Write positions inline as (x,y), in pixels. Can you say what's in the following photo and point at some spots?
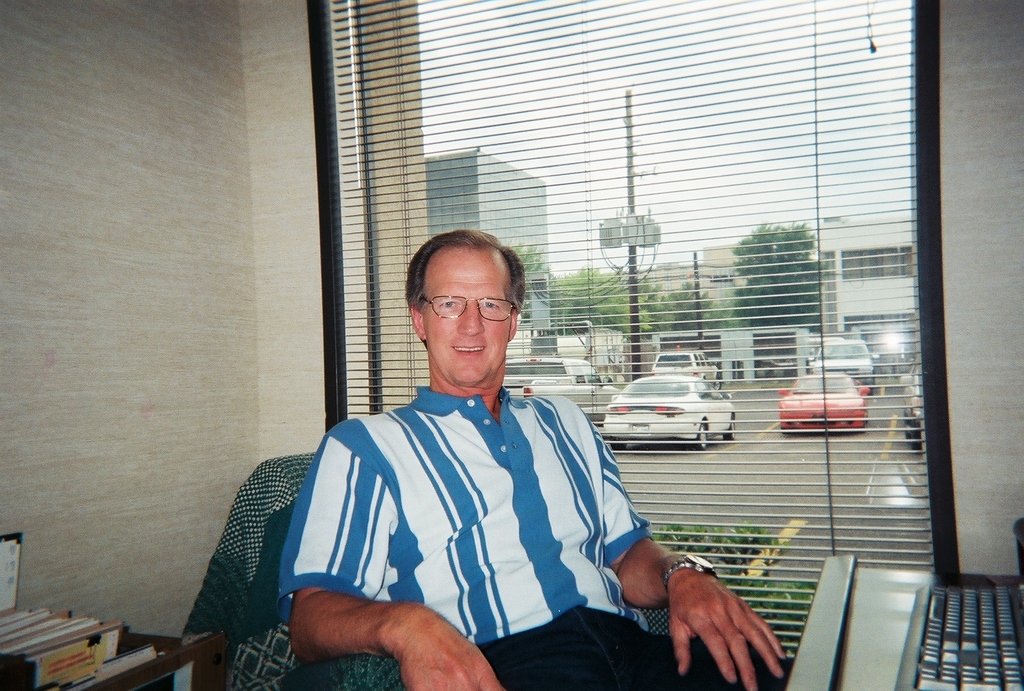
In this picture there is a person (579,495) wearing blue and white T-shirt (491,495) is sitting in chair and there is a keyboard (933,623) in the right corner (935,641) and there are few vehicles (667,399), buildings (713,291) and trees (773,249) in the background (674,269).
